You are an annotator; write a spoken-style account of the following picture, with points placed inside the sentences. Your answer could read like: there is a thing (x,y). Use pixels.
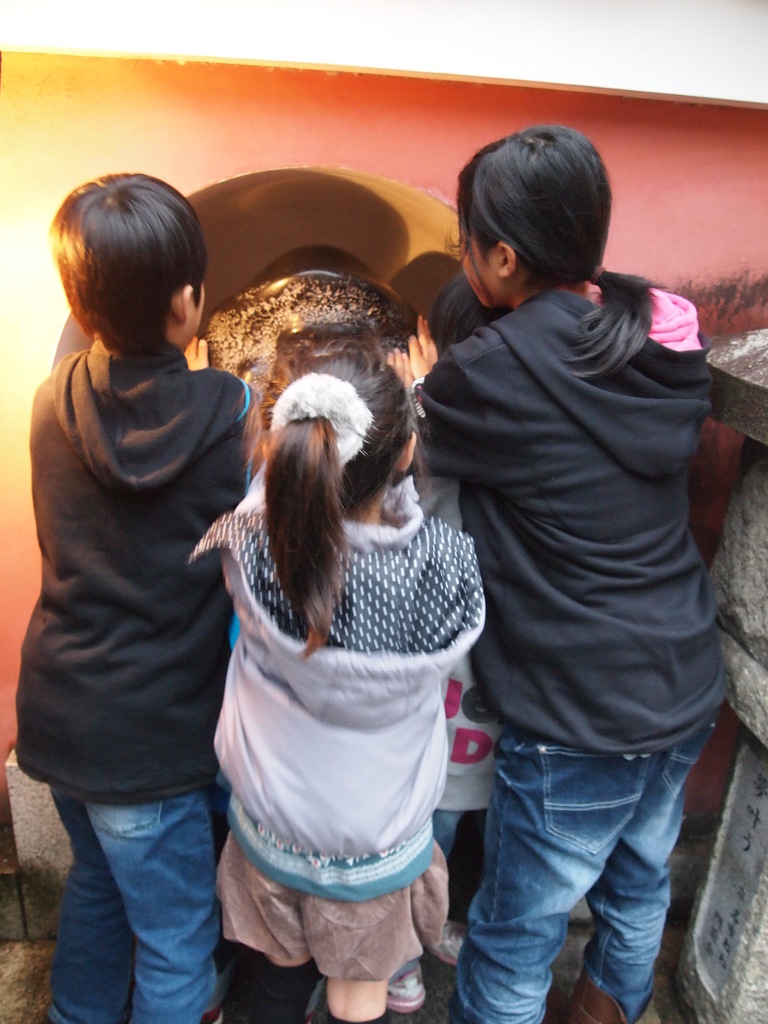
In this image we can see kids (324,653) standing at the wall (381,139).
